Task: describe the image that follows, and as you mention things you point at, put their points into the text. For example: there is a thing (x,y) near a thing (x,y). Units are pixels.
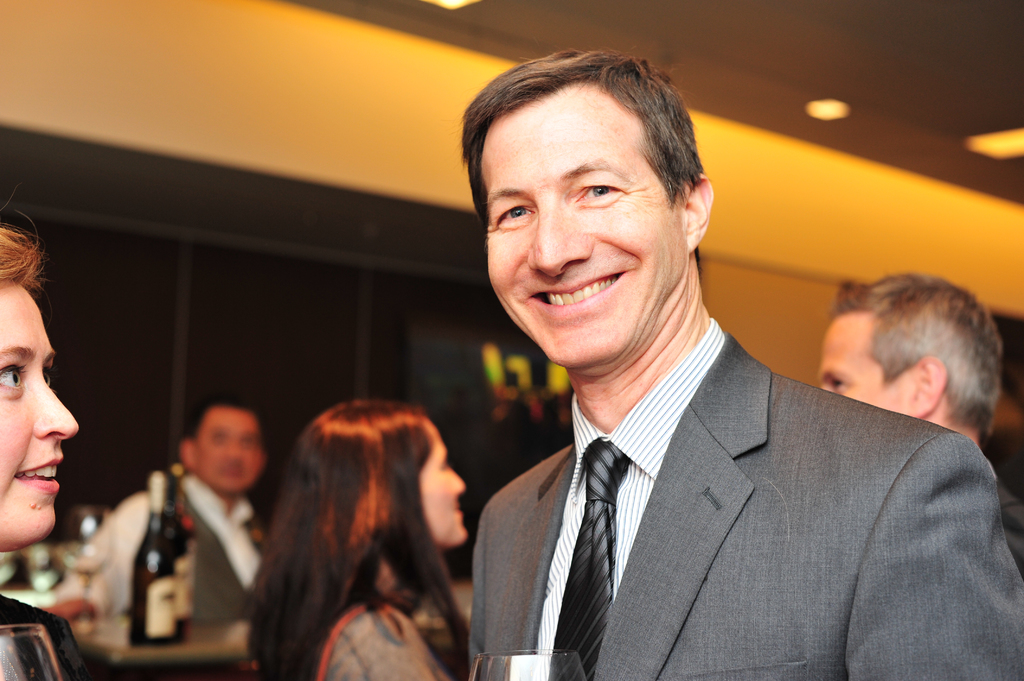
In the foreground of this image (644,545) there is one person (592,487) standing and wearing a blazer (740,572). There are some other persons (326,559) standing in the background (282,531). There is a wall (493,461) behind to these persons (193,449).
